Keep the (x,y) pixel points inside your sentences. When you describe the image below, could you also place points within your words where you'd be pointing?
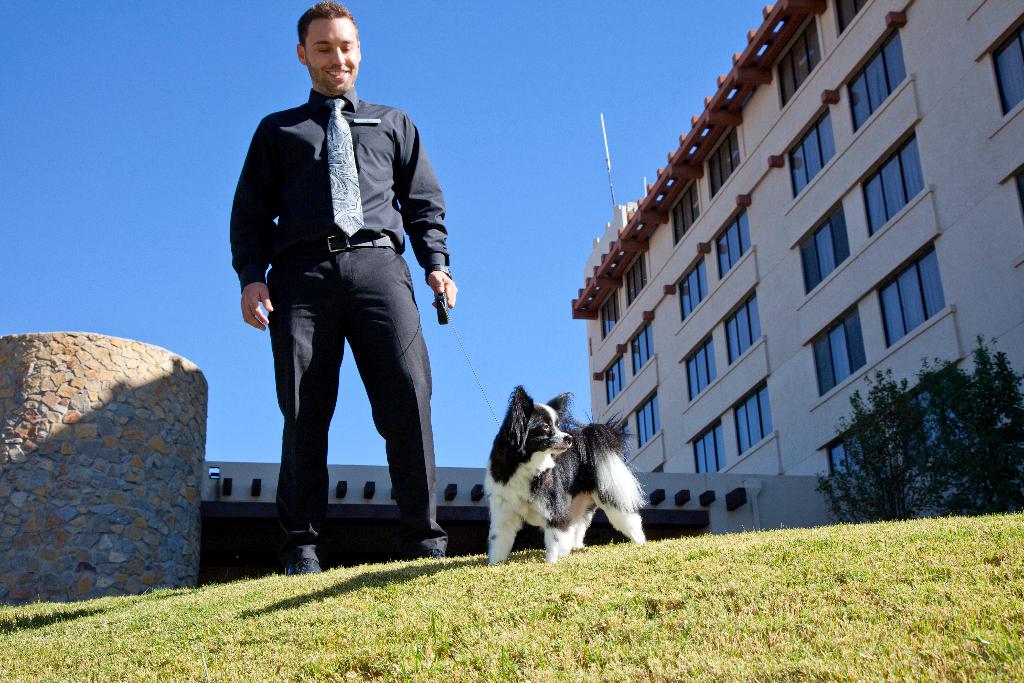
In the image we can see there is a man (377,217) who is standing and there is a dog (630,474) which is standing on the ground (375,617) and the ground (764,638) is covered with grass (753,632) and beside it there is a building (819,206) and there is a clear sky (473,112).
